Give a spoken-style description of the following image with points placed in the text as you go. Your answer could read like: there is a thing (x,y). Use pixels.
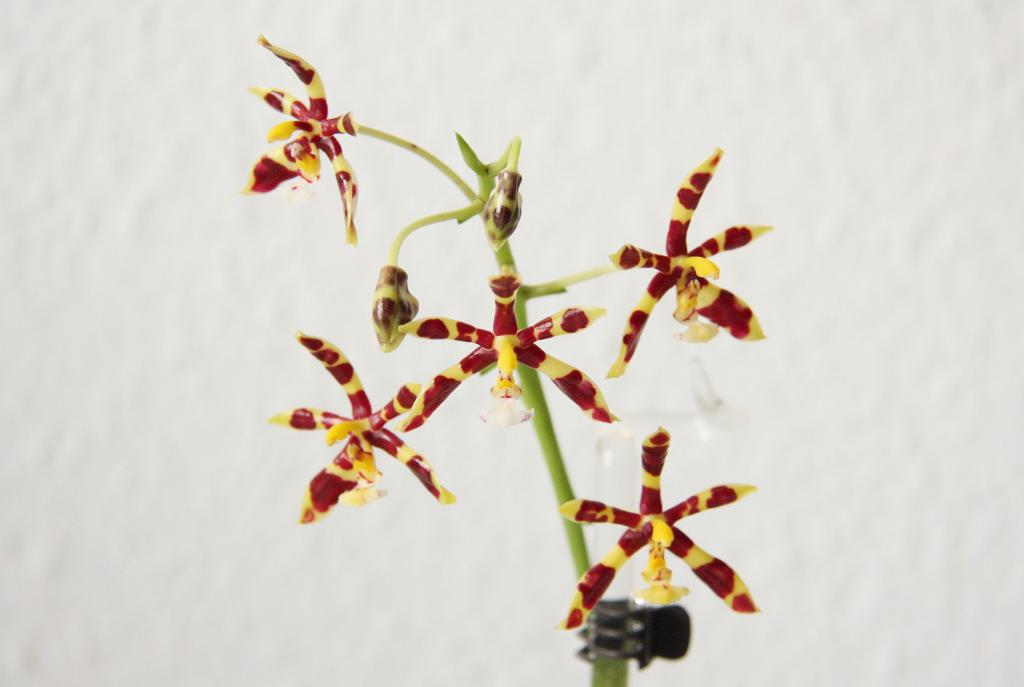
In the center of the image (505,413) there is a plant (619,674).
